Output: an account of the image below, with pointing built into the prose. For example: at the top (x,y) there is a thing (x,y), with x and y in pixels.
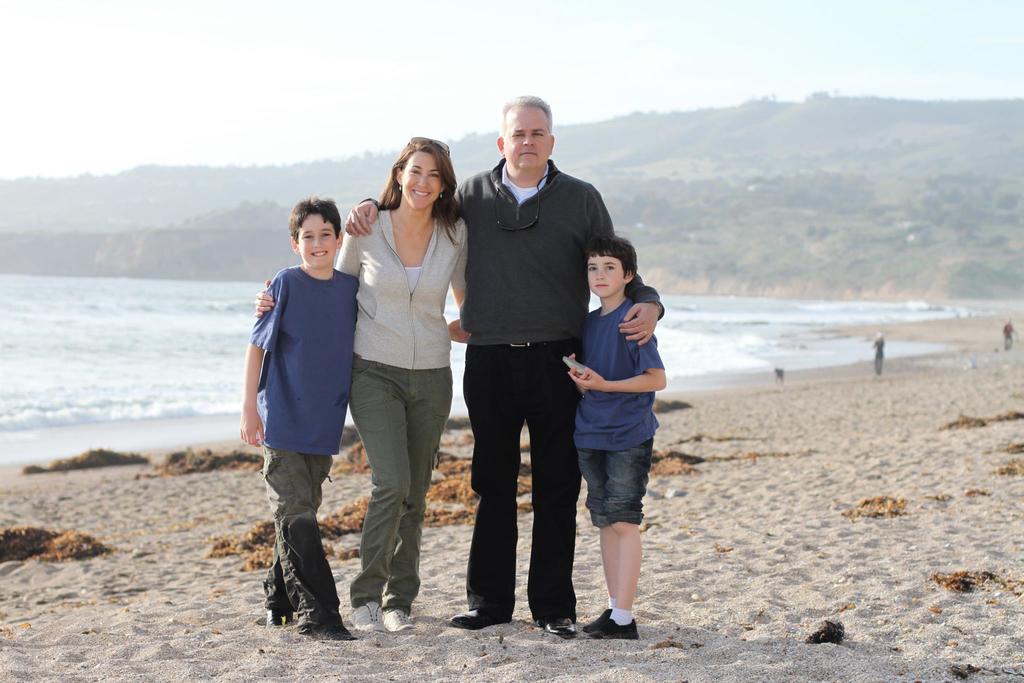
This is the picture of a guy (557,601), lady (398,497) and two kids (251,430) who are standing in the beach (352,444).
